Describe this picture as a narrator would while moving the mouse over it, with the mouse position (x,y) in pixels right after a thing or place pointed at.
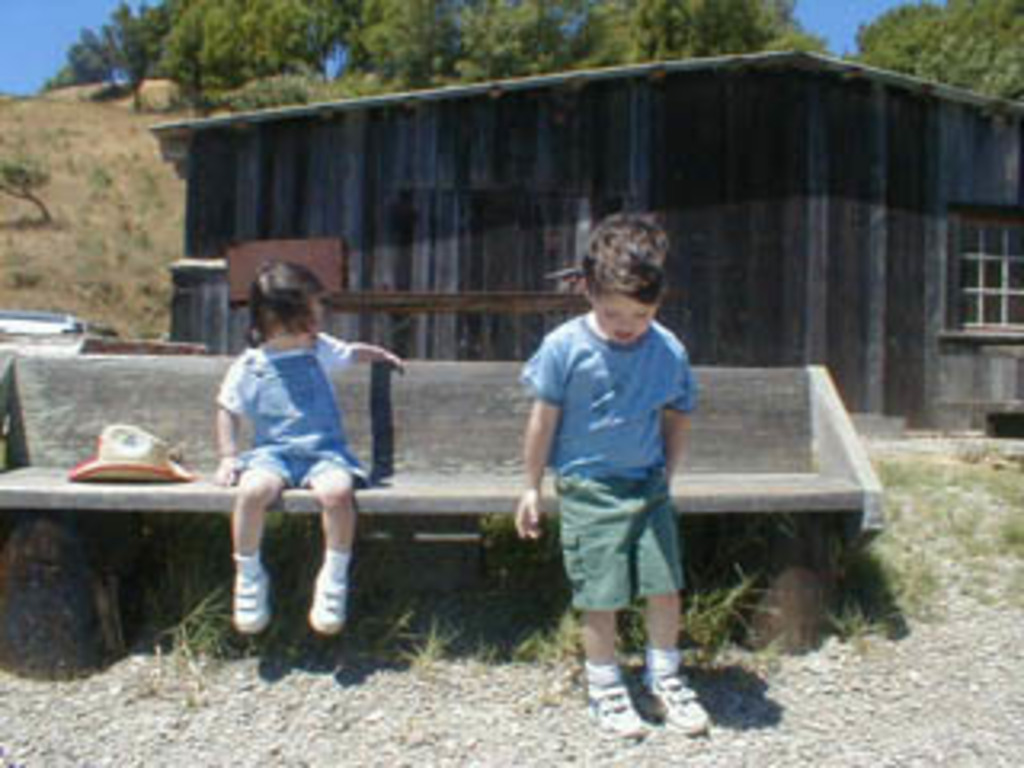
In this image I see 2 children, in which one of them is sitting on the bench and another is standing on a path (956,742). In the background (960,446) I can see the grass (116,230), a house (747,337) and a lot of trees (1005,28).
